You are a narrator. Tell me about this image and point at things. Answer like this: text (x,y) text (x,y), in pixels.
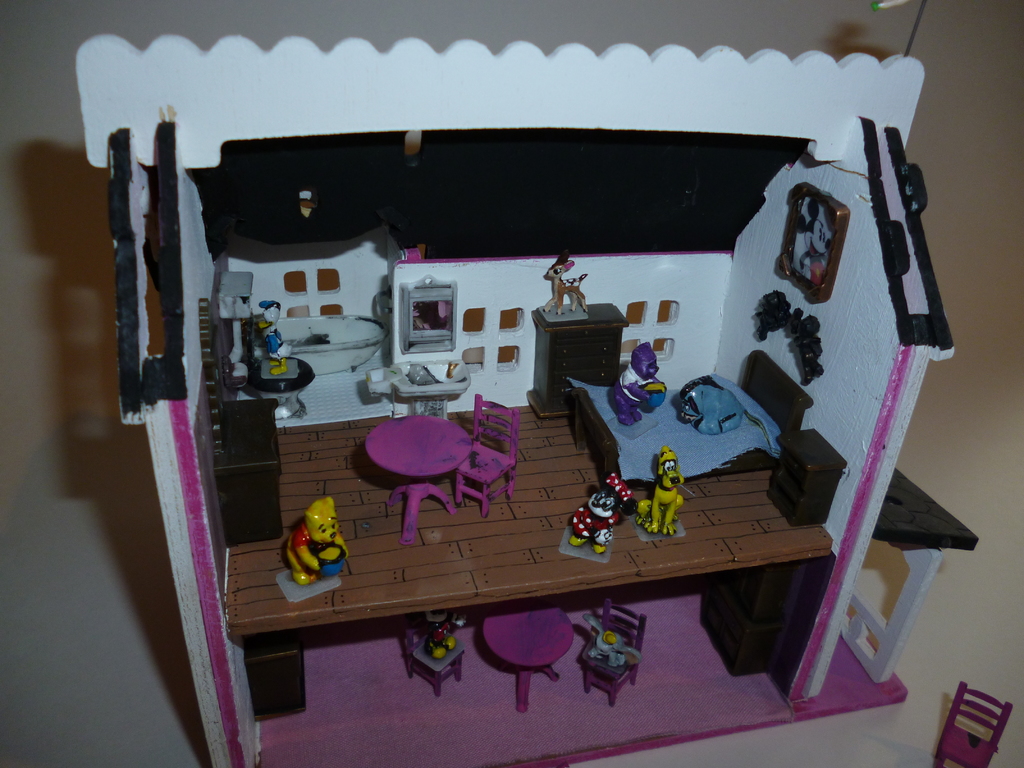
In this picture there is a house (359,472) with some toys (652,534), a bed (606,461), chair (471,471) and table (447,465).
